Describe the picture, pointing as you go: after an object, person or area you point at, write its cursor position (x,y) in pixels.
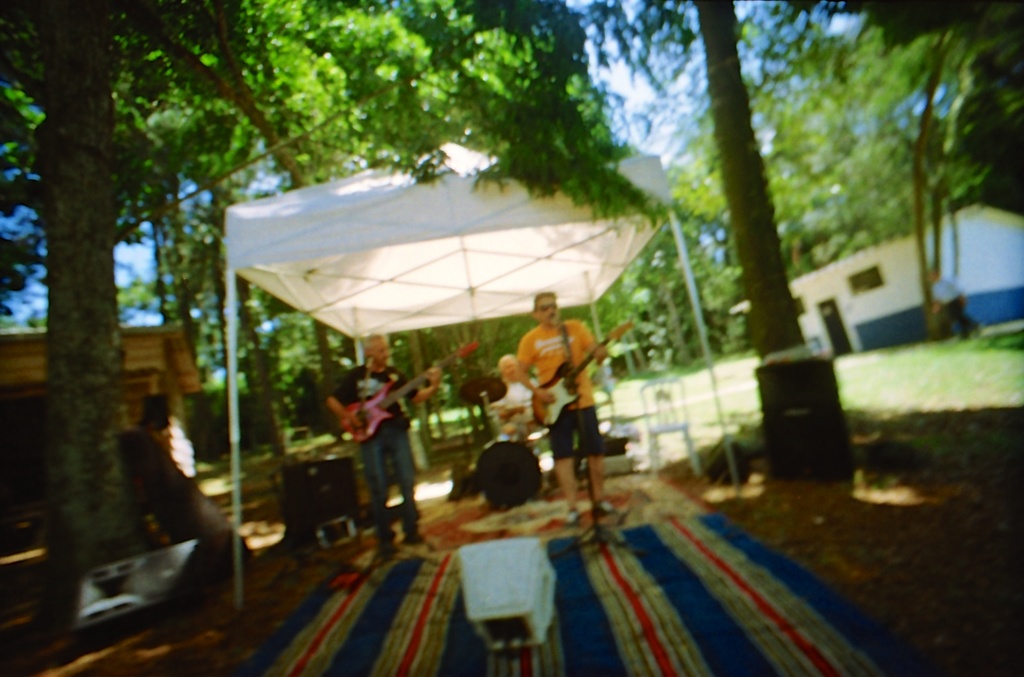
Here we can see three persons (392,427) are playing musical instruments (522,474). There is a tent (610,221), cloth (688,589), device (500,617), and grass (938,384). In the background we can see houses (865,332), trees (86,133), and sky (676,93).
